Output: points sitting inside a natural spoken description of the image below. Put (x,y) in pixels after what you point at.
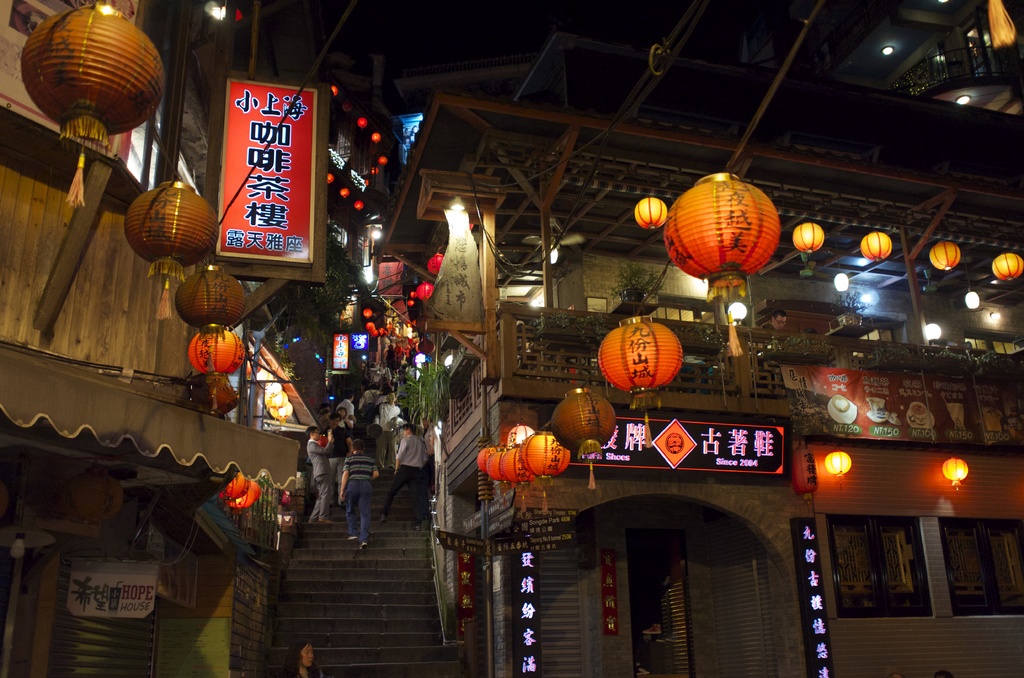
This picture is clicked outside. In the foreground (334,639) we can see the stairway (393,549) and group of persons (366,505) and buildings (958,501) and we can see the lights (765,257) and some objects (710,269) hanging on the roof (572,98) and we can see the ceiling lights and a board (271,134) on which the text (265,190) is printed.
